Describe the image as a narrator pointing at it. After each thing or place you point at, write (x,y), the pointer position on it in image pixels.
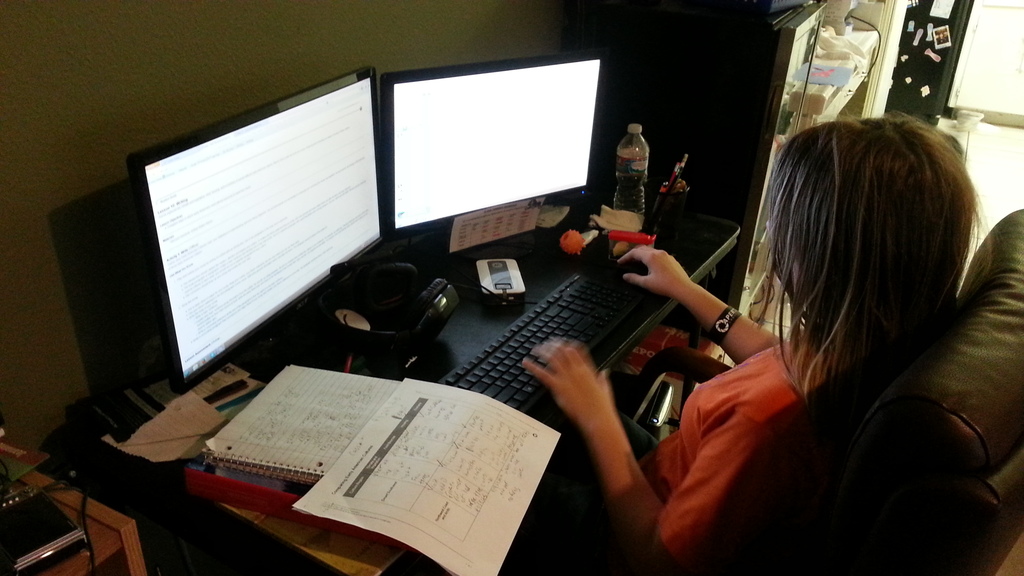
In this image we can see a person (687,447) sitting on the chair (834,445) and doing work on the computer (545,174) which is placed on the table (541,278). On the table (572,266) we can also see pen stand (668,195), headphones (446,307), books (339,425) and disposal bottle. in the background (286,37) there are walls (223,72), side table (28,478) and floor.
